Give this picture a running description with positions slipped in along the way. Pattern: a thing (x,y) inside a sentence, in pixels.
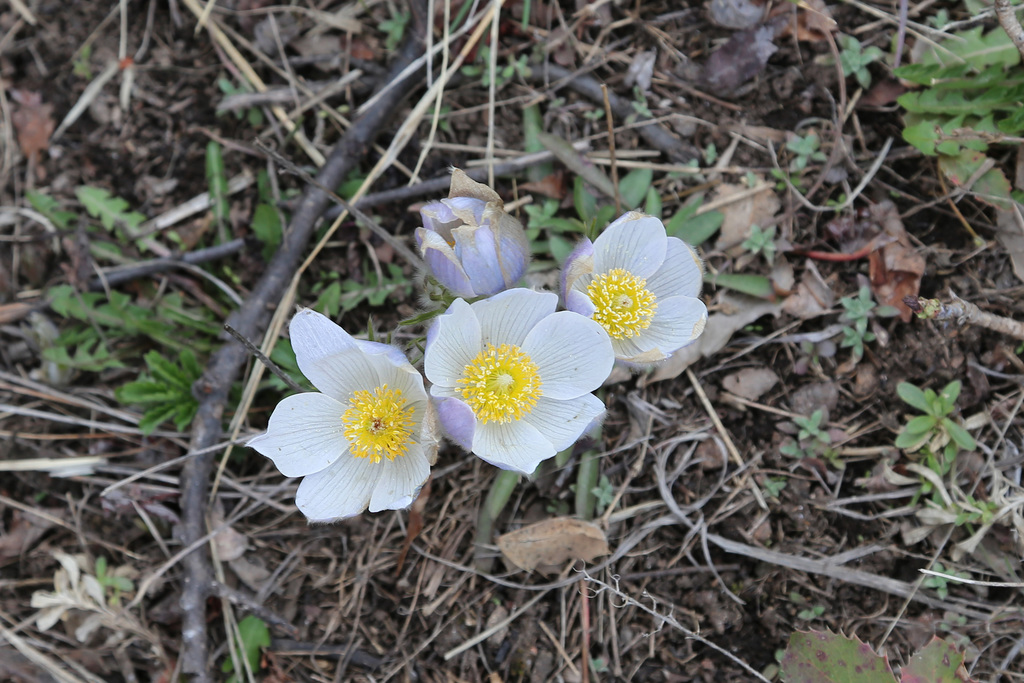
In this image we can see group of flowers (490,303). In the background (213,492), we can see some sticks (184,495), plants (932,391) and dried grass (313,103).
